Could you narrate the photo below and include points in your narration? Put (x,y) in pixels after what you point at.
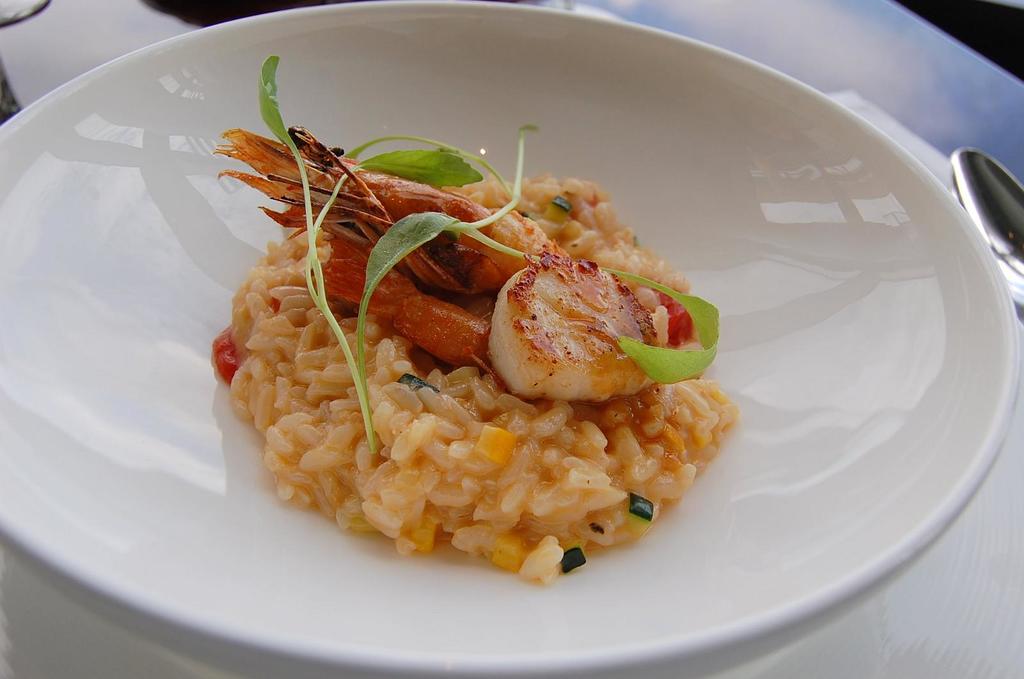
This picture consists of a plate (424,143) and top of plate (588,602) I can see food (402,182) and beside the plate (956,212) I can see spoon (971,165).
